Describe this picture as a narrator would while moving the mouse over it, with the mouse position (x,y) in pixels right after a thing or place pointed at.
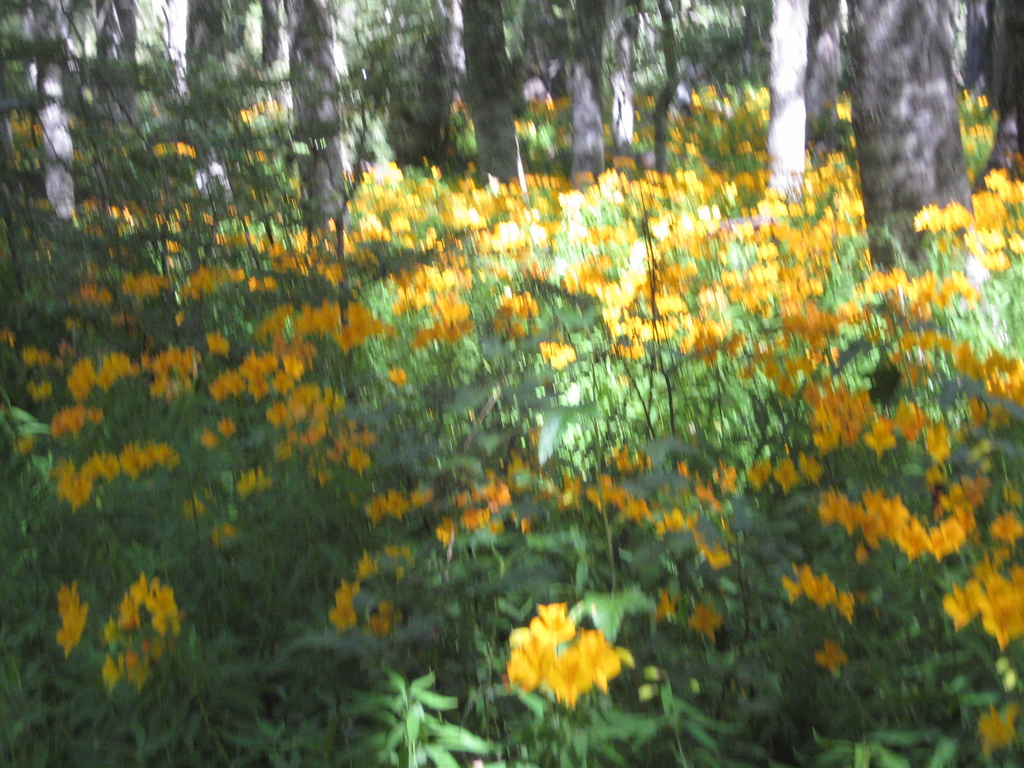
In this given picture, We can see a tree trunks (888,136), certain trees (323,124), and a yellow color flowers (445,260).
